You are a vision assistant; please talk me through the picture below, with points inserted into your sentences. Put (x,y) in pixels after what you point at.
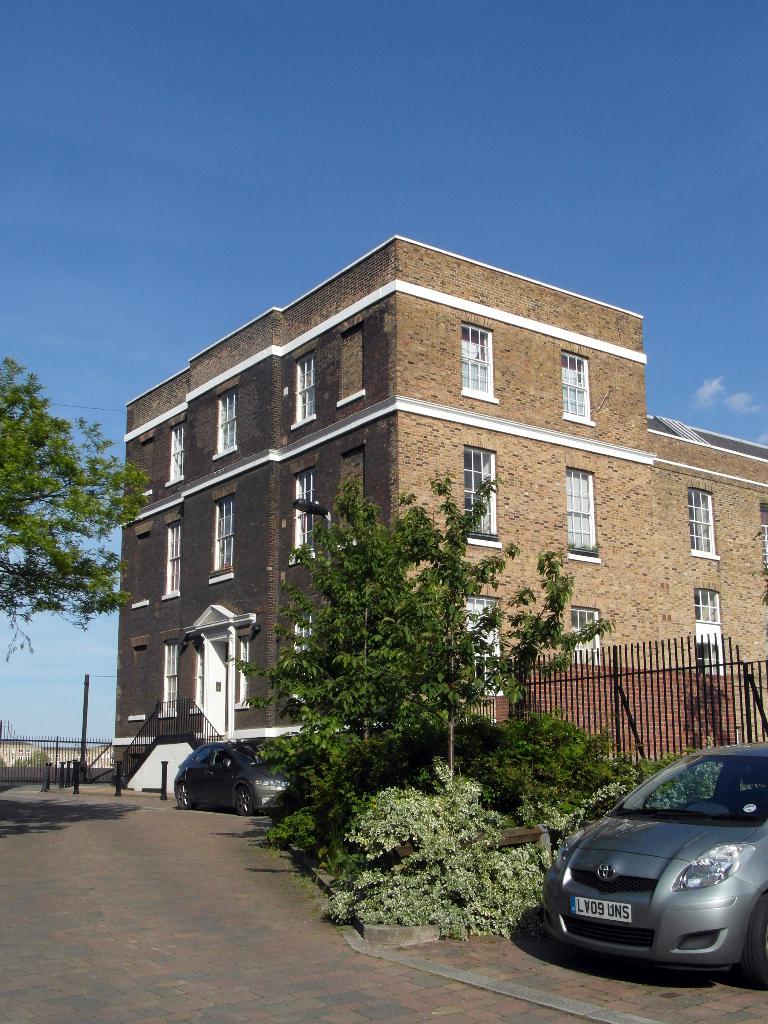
In this image, on the right (664,744) there are cars (712,799), plants (448,740), fence (684,699), building (546,450), windows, pole (83,777) and a wall (598,728). On the left (36,455) there is a tree (33,487). In the background (204,298) there are sky (456,245) and clouds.
